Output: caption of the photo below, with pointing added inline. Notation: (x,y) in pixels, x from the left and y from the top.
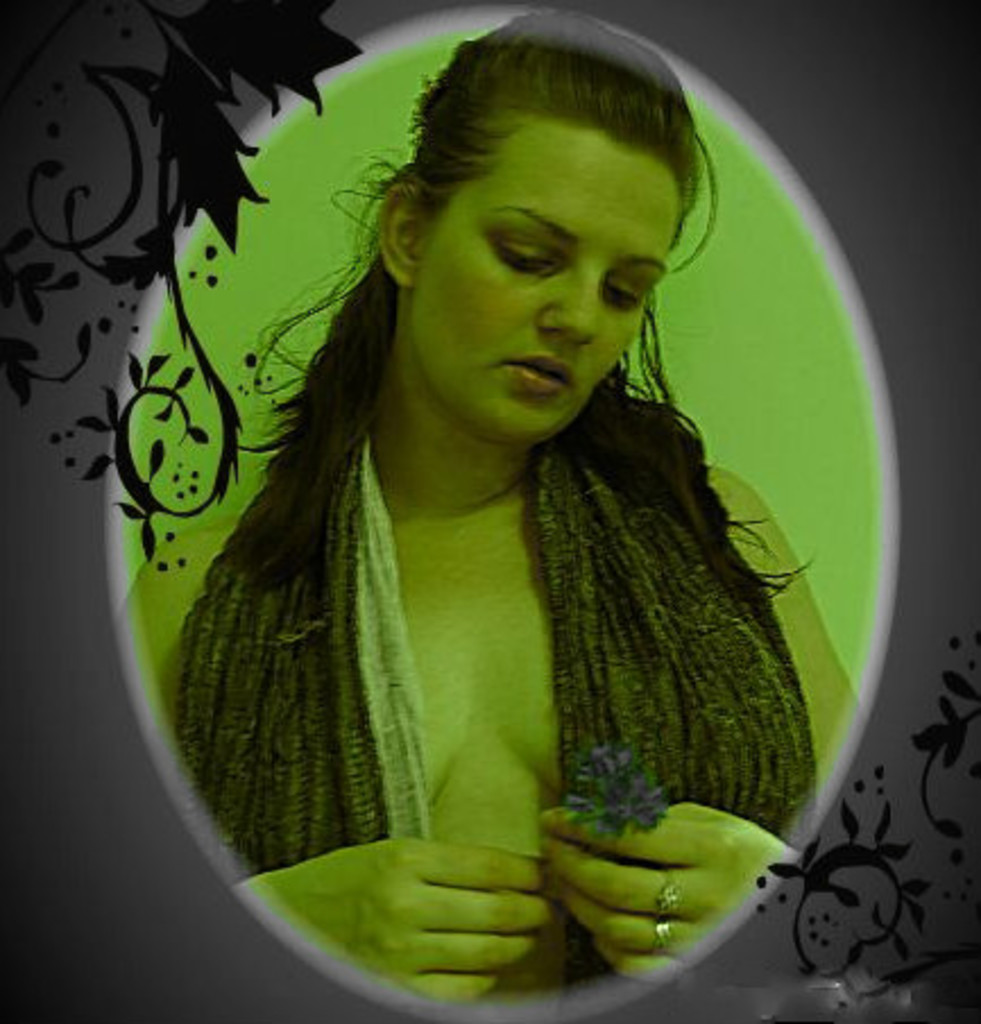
This is an edited image. In the center (587,617) we can see the picture of a person (483,534) wearing scarf (372,667) and holding some object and we can see some other objects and the pictures of flowers (182,162), leaves (192,154) and some other objects (933,809).
